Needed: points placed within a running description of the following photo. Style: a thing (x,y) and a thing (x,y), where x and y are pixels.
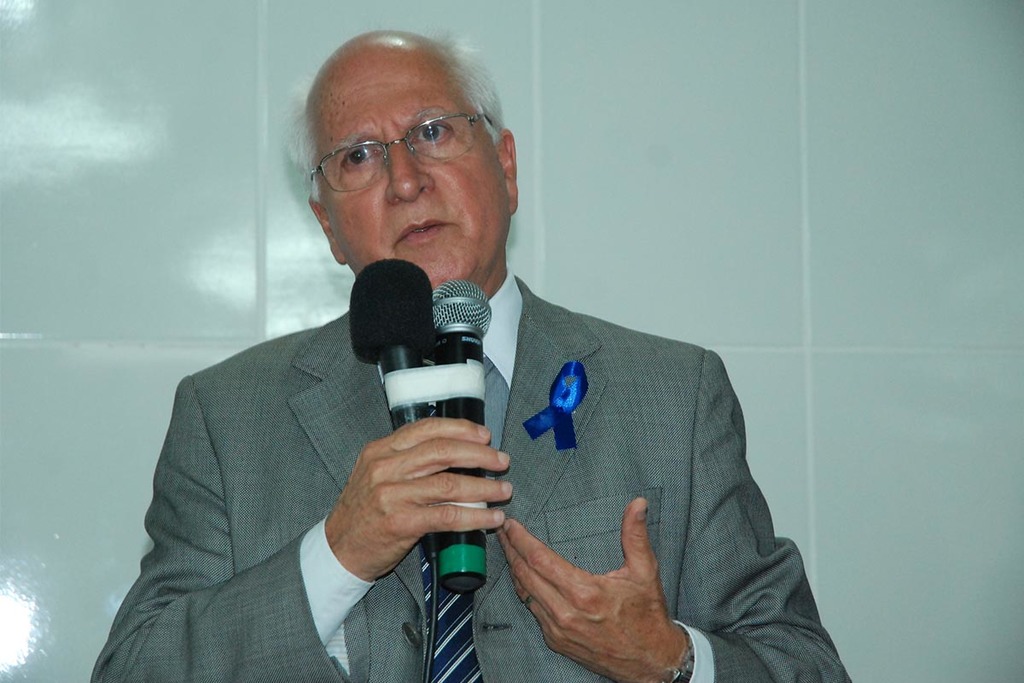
Here we can see man (411,38). He is wearing a suit (663,472) and he is holding a microphone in his right hand (351,500). He is speaking.
